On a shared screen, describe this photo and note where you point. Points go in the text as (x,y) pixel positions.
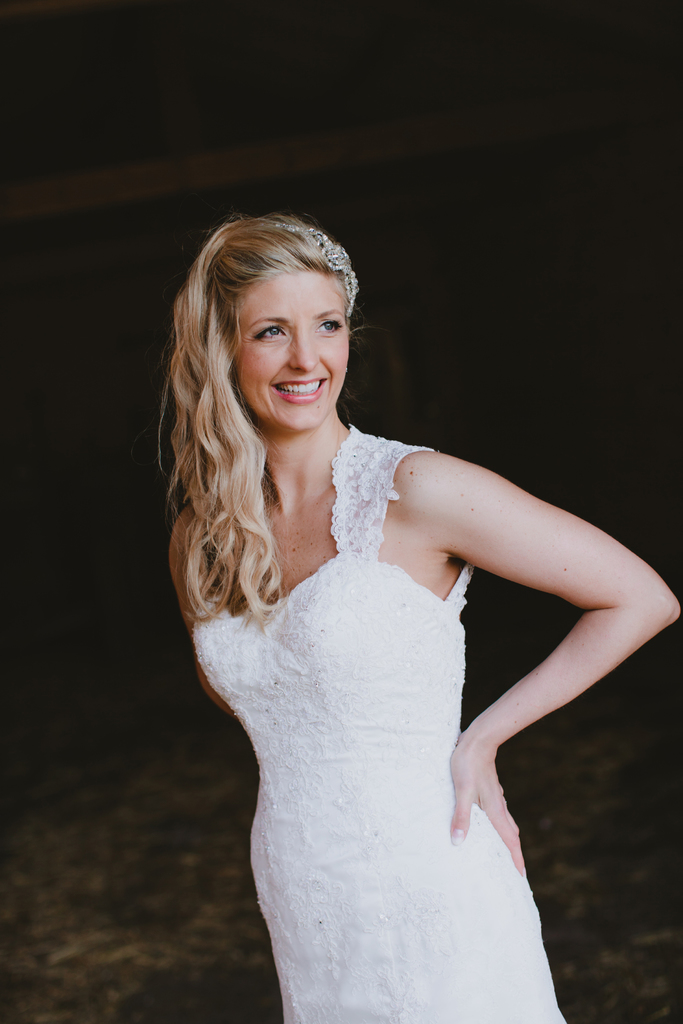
This is the woman (384,694) standing and smiling. She wore a white dress (347,740). The background (585,367) looks dark.
